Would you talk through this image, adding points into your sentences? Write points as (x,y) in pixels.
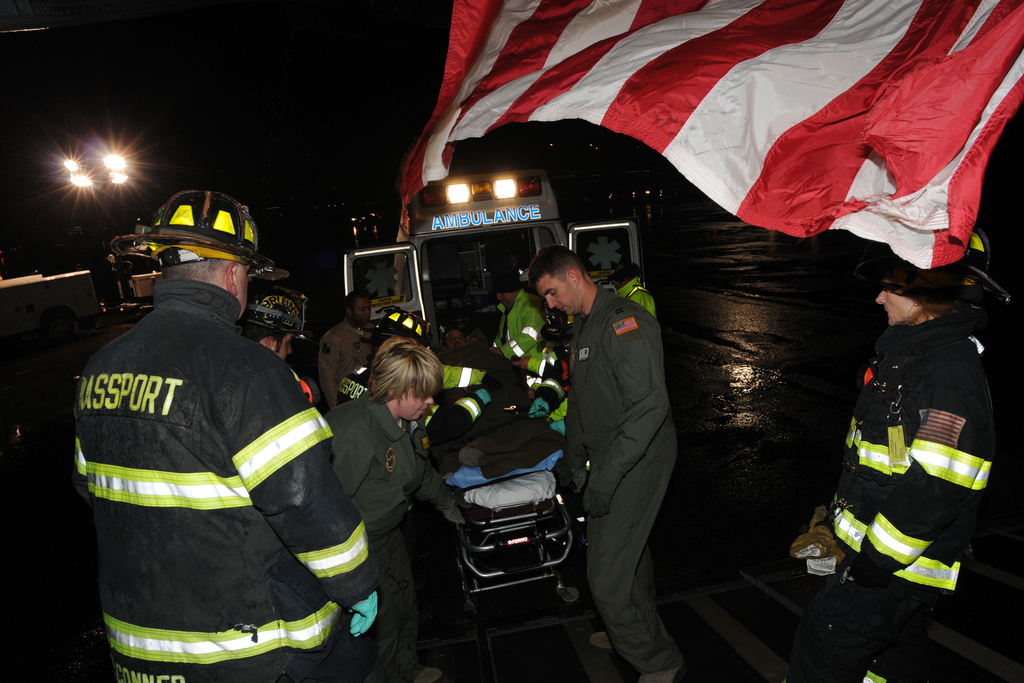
In this image I can see group of people (234,352). The person (234,391) in front (234,333) wearing black and green color uniform (240,451), background I can see a vehicle (429,192) and a cloth (557,70) in white and red color. I can also see few lights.
